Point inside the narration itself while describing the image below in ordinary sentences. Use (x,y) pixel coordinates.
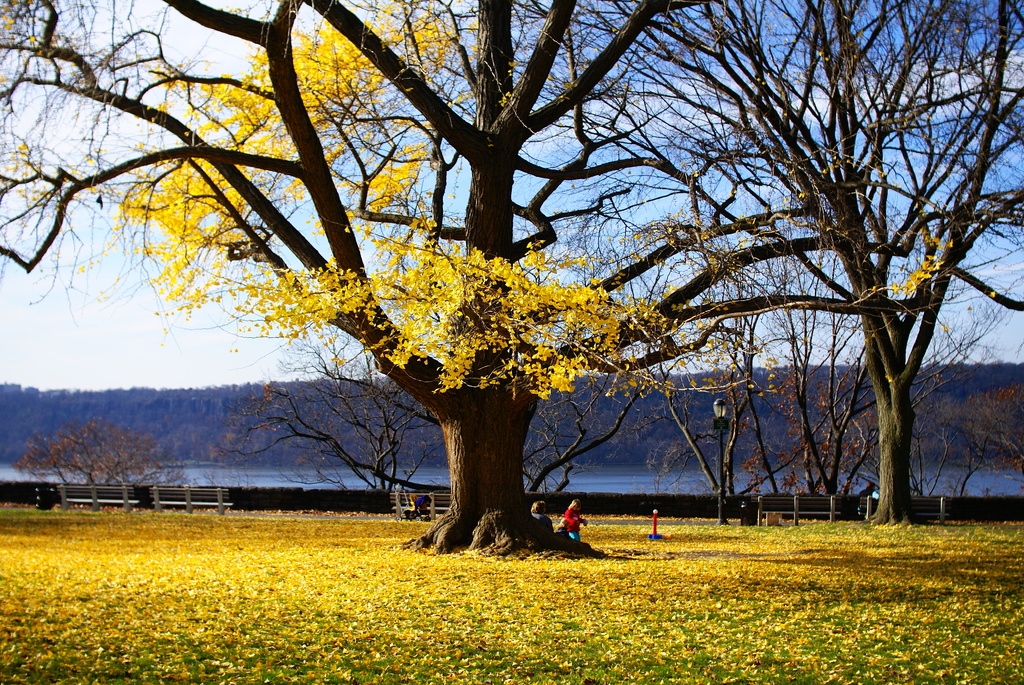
In this image there are few persons (543,507) are resting on the land (553,565) having few leaves (63,535) and grass (667,661). There are few benches (190,490). There are few trees (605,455) on the land (572,555). There is a street light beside the bench (762,500). Behind there is a wall (649,504). Behind it there are few trees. Middle of image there is water (209,474), behind there is hill (226,415). Top of it there is sky (130,365).
